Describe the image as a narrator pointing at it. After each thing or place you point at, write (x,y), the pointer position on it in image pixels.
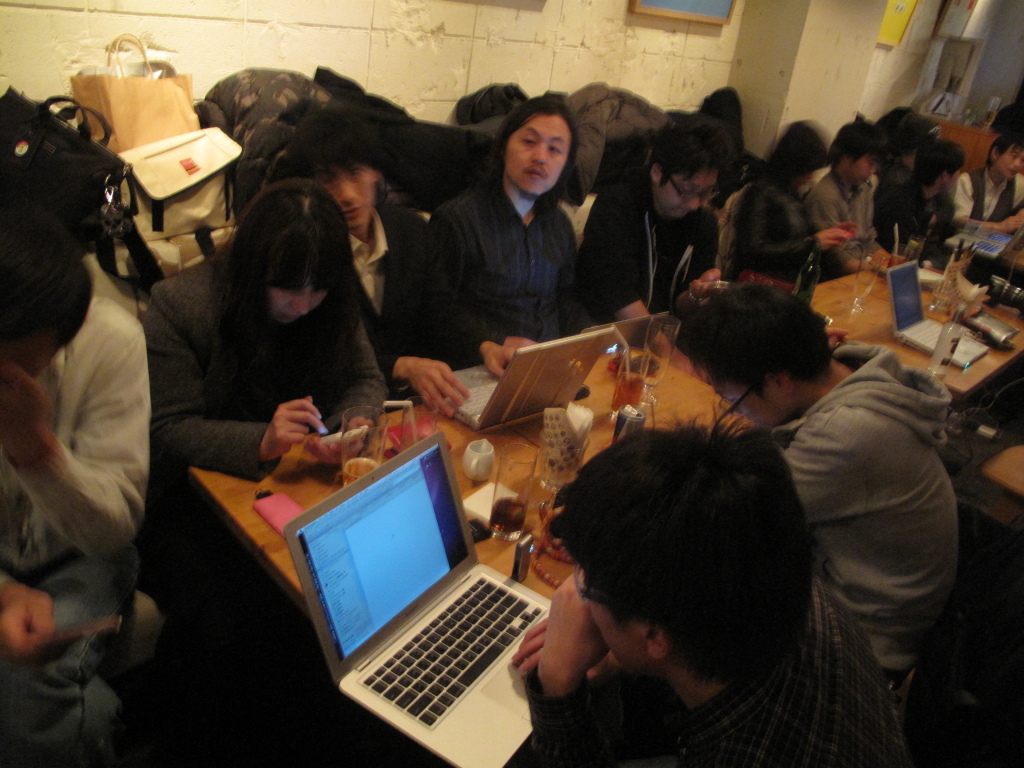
In this image there are some persons (606,480) sitting as we can see in middle of this image (675,383) and there is a table (493,430) at the right side of this image (853,308) and there are some laptops (423,491) and some objects (476,474) are kept on it and there are some bags (69,160) kept at left side of this image (134,184) and there is a wall (483,57) in the background (602,66).
